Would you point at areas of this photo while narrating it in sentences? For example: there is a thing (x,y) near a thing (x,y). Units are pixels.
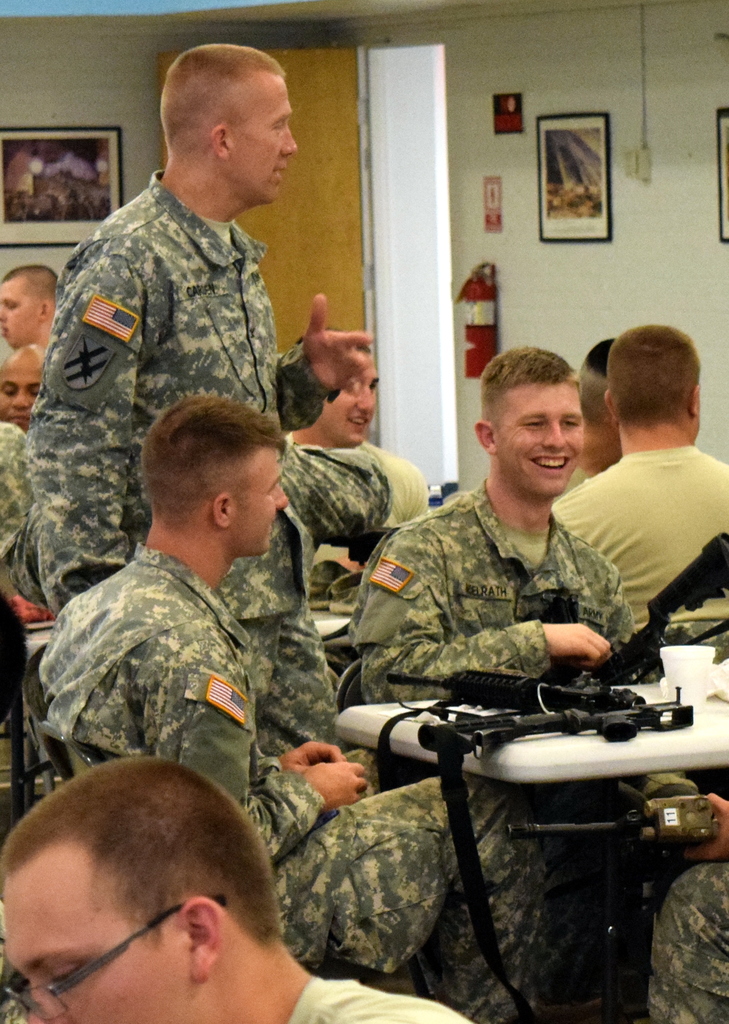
In this image I can see group of men (381,636) among them a man (160,269) is standing and rest of them are sitting on chairs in front tables (543,759). On tables (583,733) I can see some objects (555,712). Some of them are wearing uniforms (289,580). In the background (464,315) I can see photos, a fire extinguisher (473,324) and other objects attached to a wall (666,229).
